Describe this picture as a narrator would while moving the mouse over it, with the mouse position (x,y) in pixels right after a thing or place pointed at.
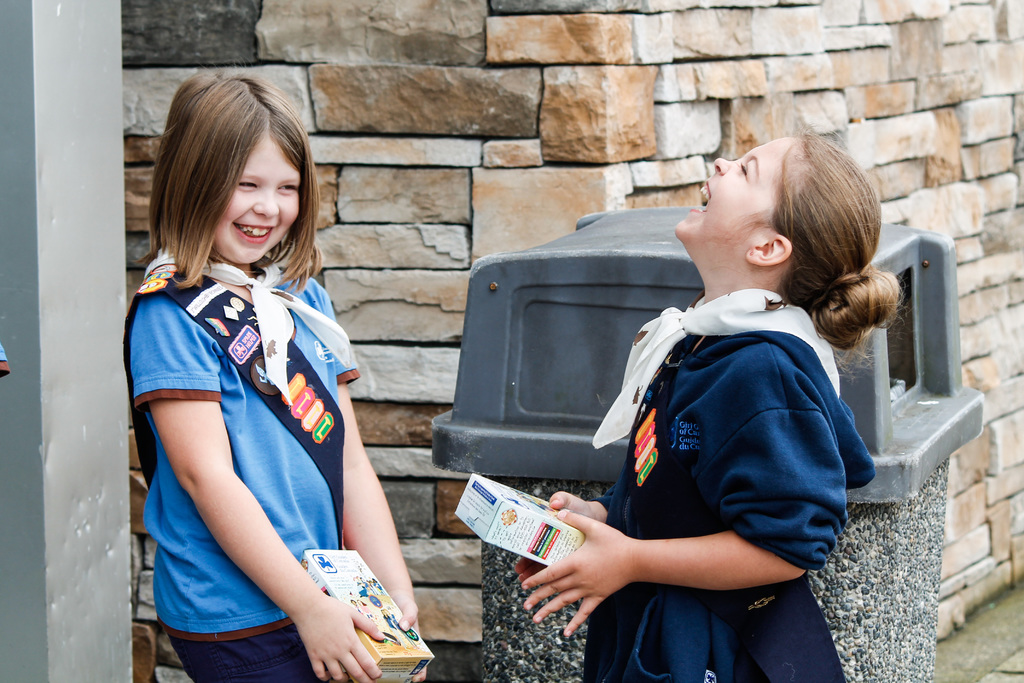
In this image two girls (163,298) are holding something (551,521) in their hands (577,555) and laughing. Behind one girl (746,578) garbage (601,335) is there. Both girls (728,546) are wearing blue color dress (835,529) and white color scarf (606,422).
